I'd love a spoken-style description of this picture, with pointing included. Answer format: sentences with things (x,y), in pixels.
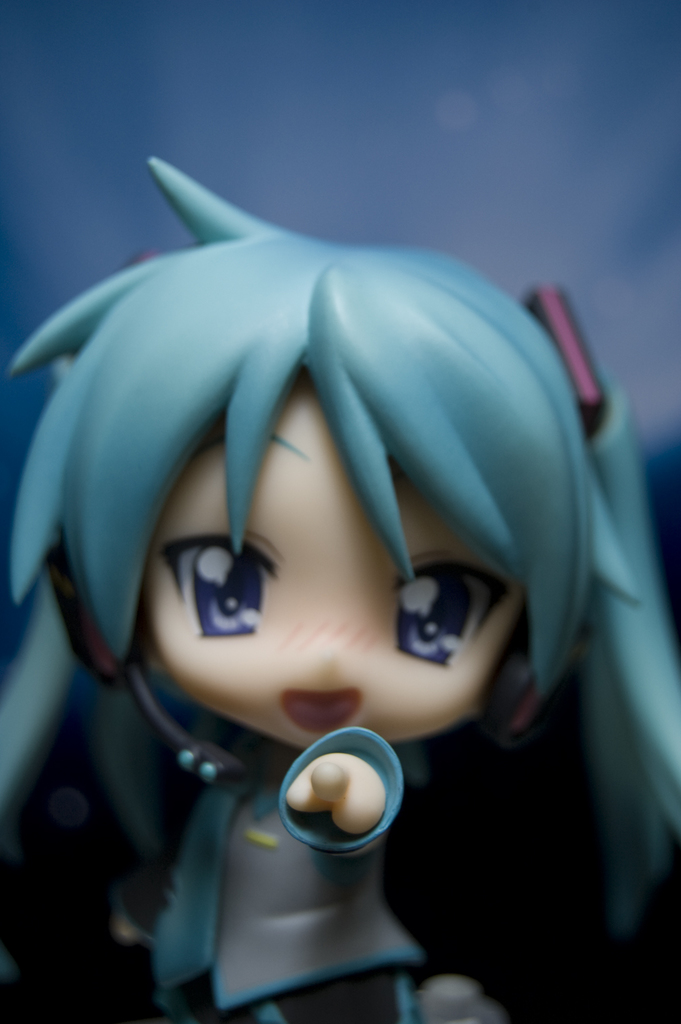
In the picture we can see girl doll (108,452) with blue hair (510,497) and behind it we can see the blue color background (616,232).
